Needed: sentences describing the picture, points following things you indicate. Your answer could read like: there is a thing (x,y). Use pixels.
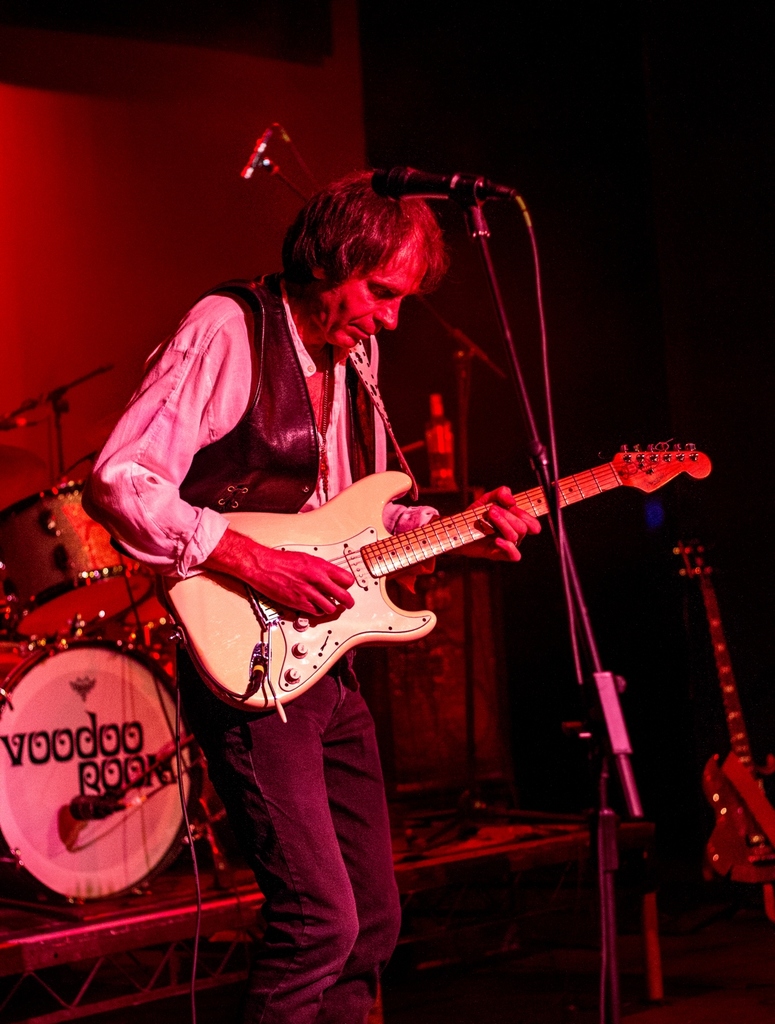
This man (251,793) is highlighted in this picture. He is holding a guitar (382,594). In-front of this man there is a mic (446,195) with mic holder (602,692). background (72,552) there are musical instruments (139,635).
